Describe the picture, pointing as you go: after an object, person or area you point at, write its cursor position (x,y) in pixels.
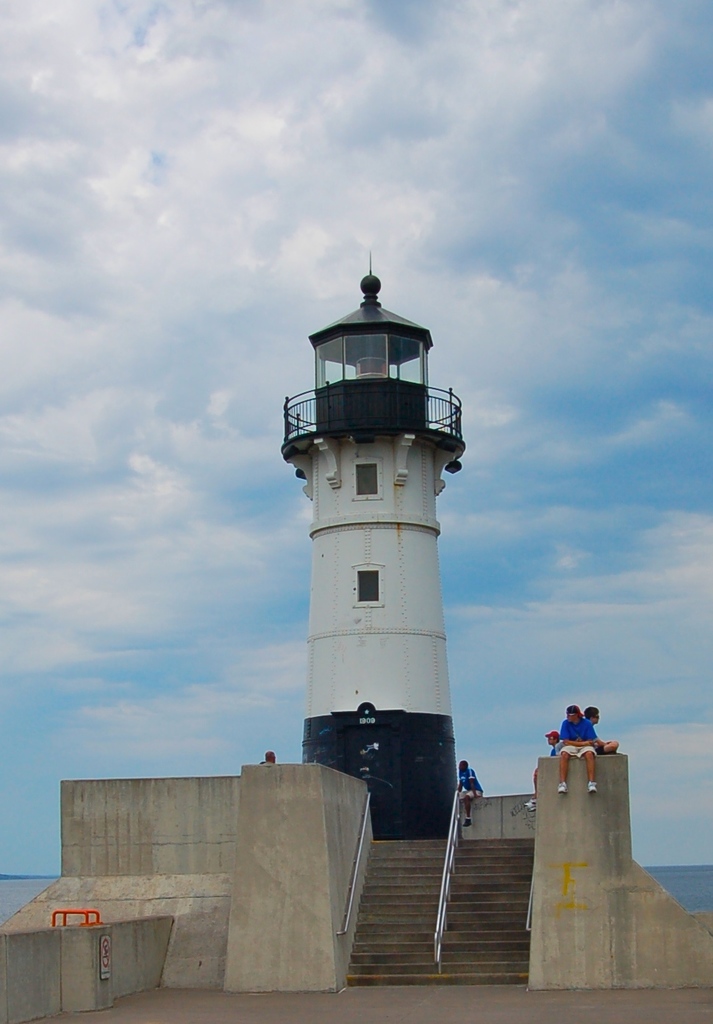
In this picture we can see a concrete structure (299,979) and few people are sitting on the wall (568,966), here we can see a lighthouse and in the background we can see the sky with clouds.
